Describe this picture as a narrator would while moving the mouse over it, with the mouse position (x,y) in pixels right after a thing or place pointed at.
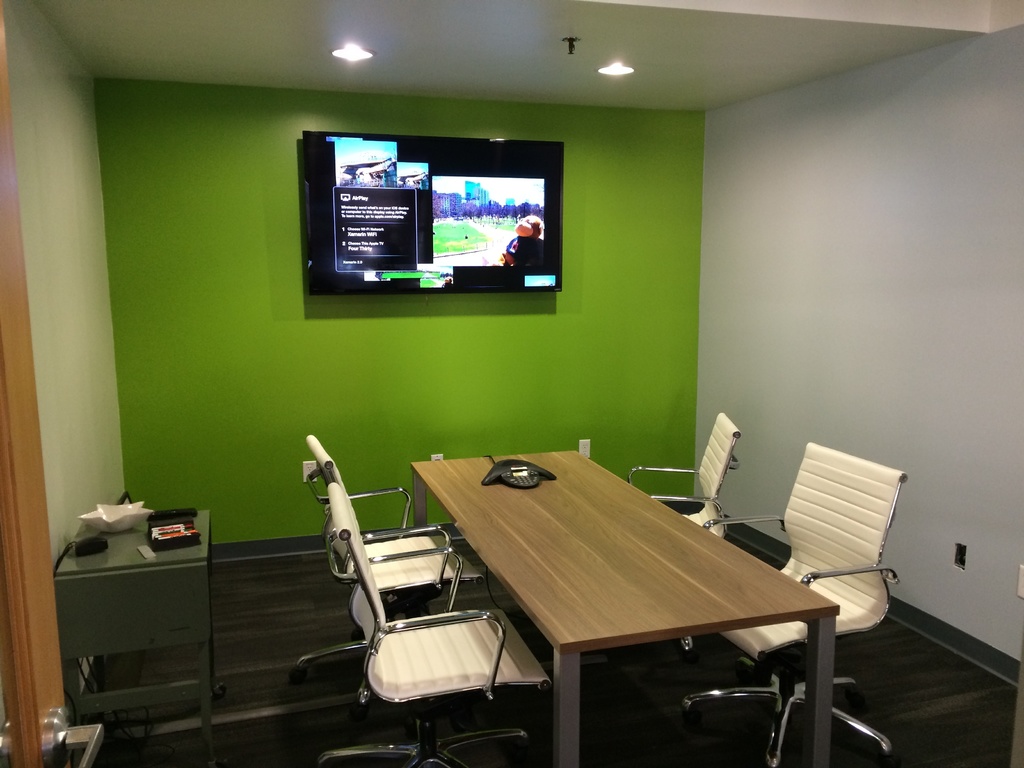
In this image we can see the inner view of a room (477,364). At the top of the room (523,265) there is a television (420,198) to the wall (685,152) and electric lights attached to the roof (700,104). At the bottom of the room (697,389) we can see a side table (188,581), a table (565,605), telephone (526,483), chairs (449,540) and electric cables (81,668).
